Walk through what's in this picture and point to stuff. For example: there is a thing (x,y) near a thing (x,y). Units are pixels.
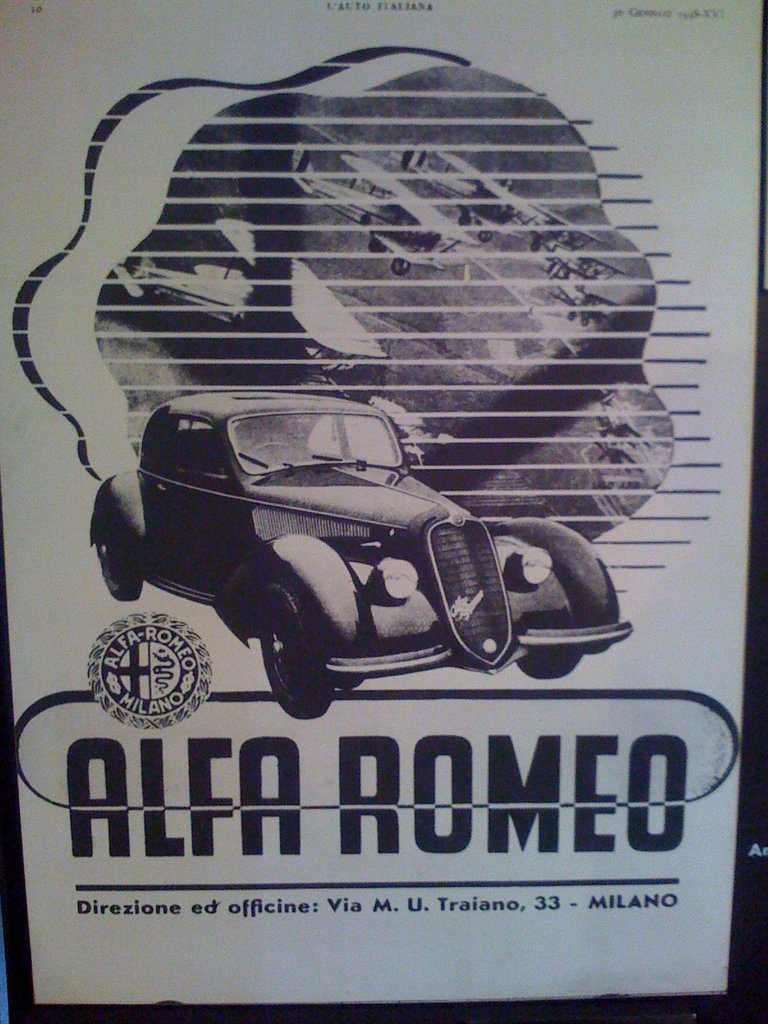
This image looks like a printed image in which I can see a car (417,646), text (526,820), logo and aircraft's (422,167).
